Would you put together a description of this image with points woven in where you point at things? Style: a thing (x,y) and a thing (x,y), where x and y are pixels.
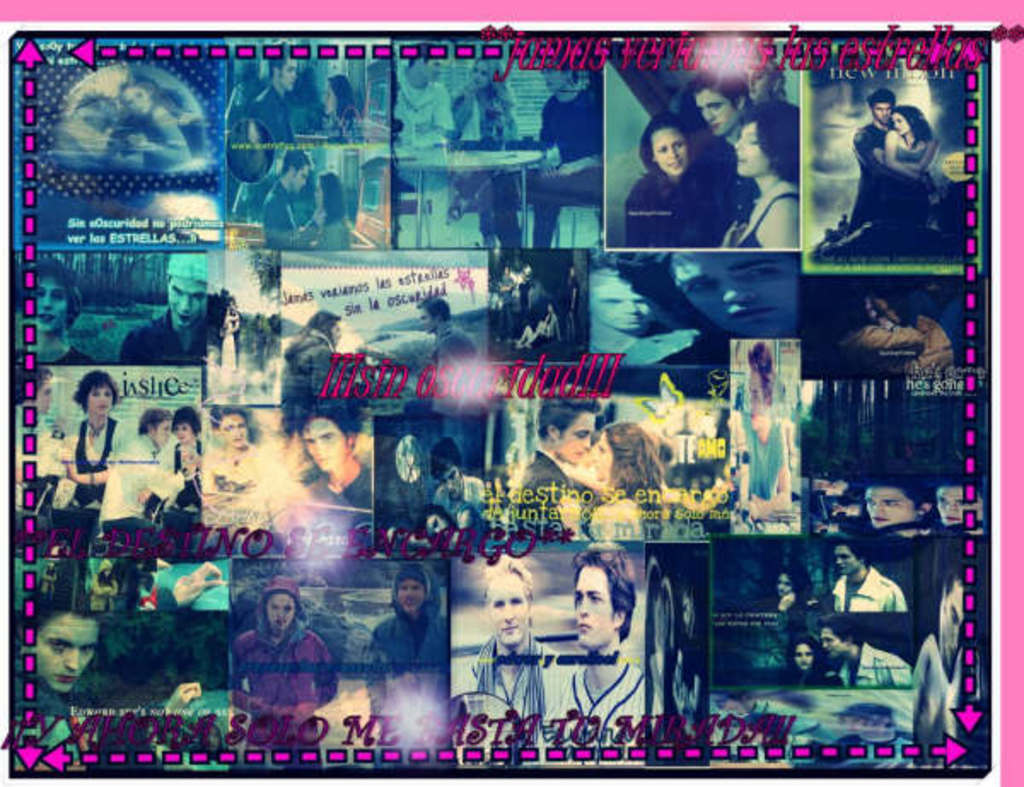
In this image we can see collage of different pictures (410,428).
